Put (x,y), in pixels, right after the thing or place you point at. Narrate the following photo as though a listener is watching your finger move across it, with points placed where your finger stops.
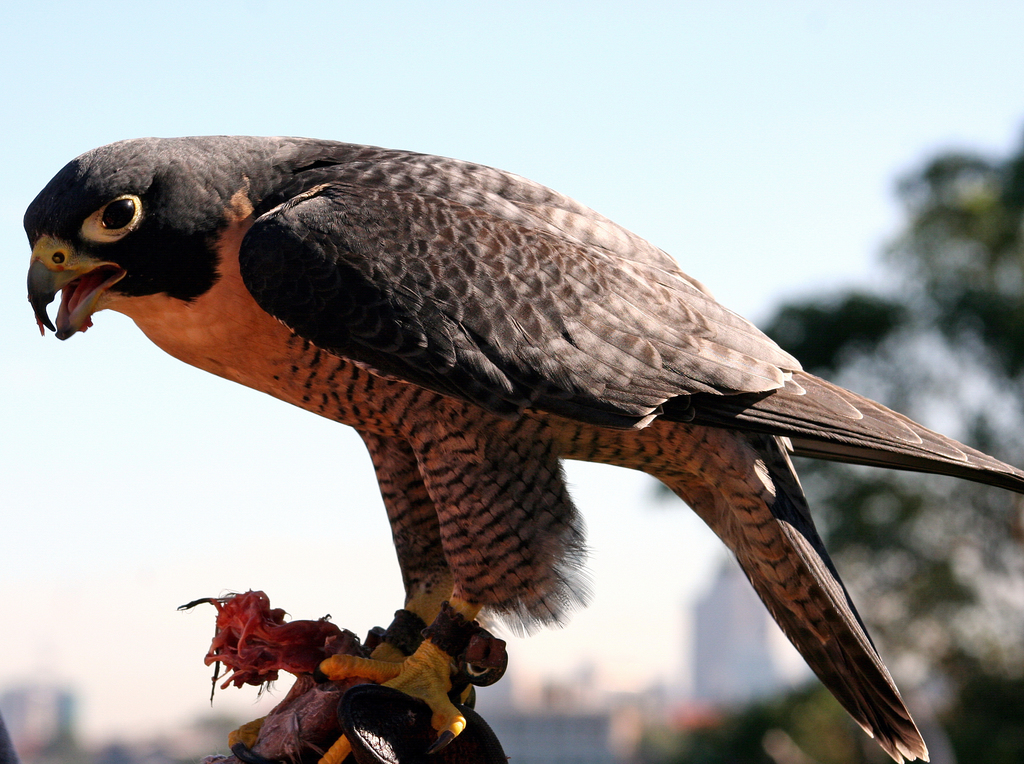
In this image, this looks like a falcon bird (463,422) standing. The background looks blurry.
